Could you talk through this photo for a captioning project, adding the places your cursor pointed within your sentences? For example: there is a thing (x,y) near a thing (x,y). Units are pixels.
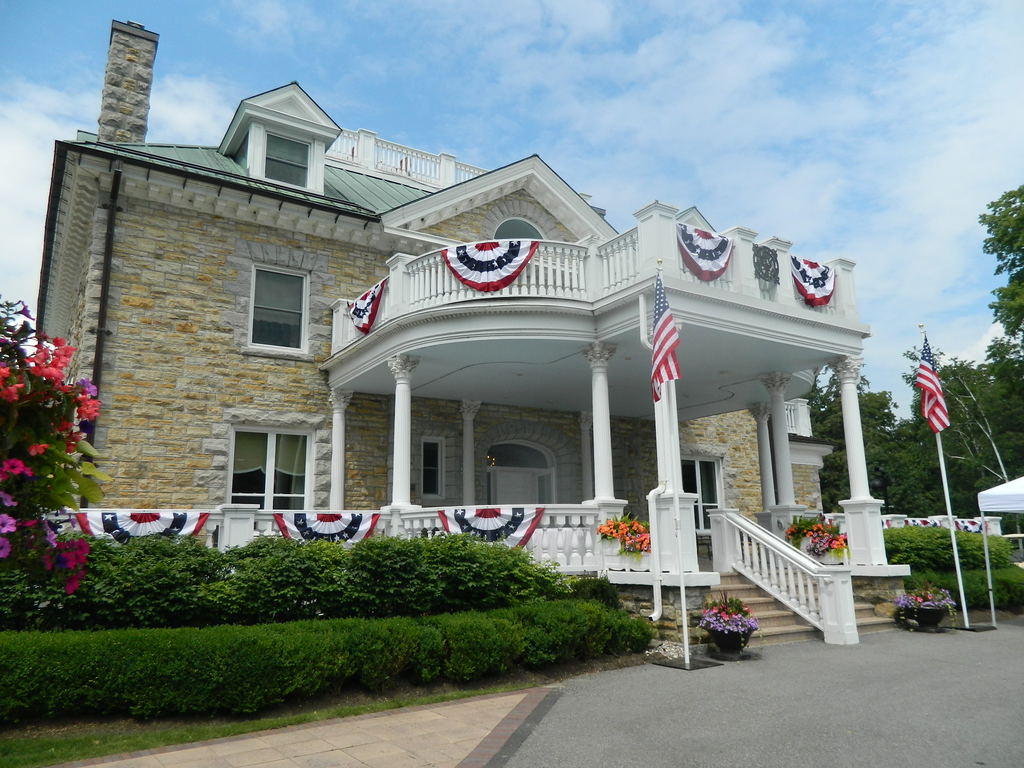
In this image I can see a road (731,688) in the front (744,686). I can also see few flowers (729,600), two poles (950,526) and two flags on it. In the centre of the image (534,332) I can see a building (714,310) and on the right side (827,501) I can see number of trees (838,463). In the background (621,223) I can see clouds (921,236) and the sky (613,141). I can also see number of clothes (825,271) on the building (502,483).
